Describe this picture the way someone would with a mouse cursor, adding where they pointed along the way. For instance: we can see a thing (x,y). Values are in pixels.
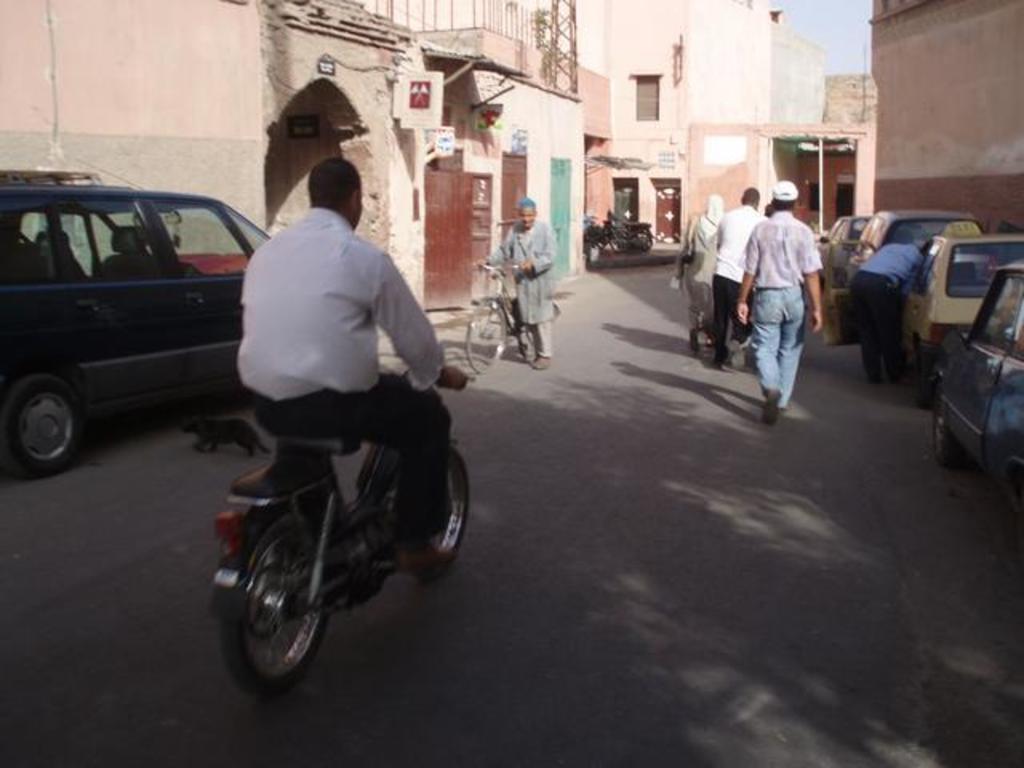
In this image I can see a person (354,401) riding the motorcycle (309,583) and few people (764,242) are walking. There are many vehicles (523,328) on the road (571,568). In the background (440,111) there is a building (767,57) and a sky (827,45).
